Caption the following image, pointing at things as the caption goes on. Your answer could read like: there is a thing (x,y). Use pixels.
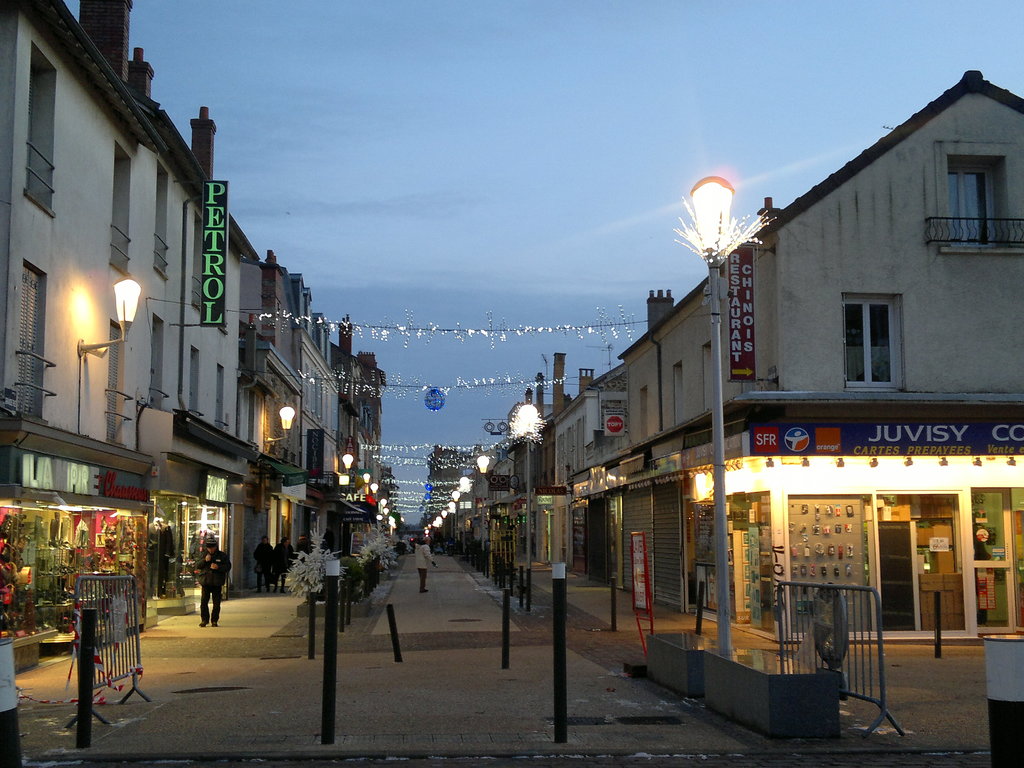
This is a street view in this image I can see decorative pole lights (131,313) throughout the street (484,584) and shops (147,507) on both sides of the street (400,567), some people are standing and walking, at the top of the image (419,108) I can see the sky (443,107).
